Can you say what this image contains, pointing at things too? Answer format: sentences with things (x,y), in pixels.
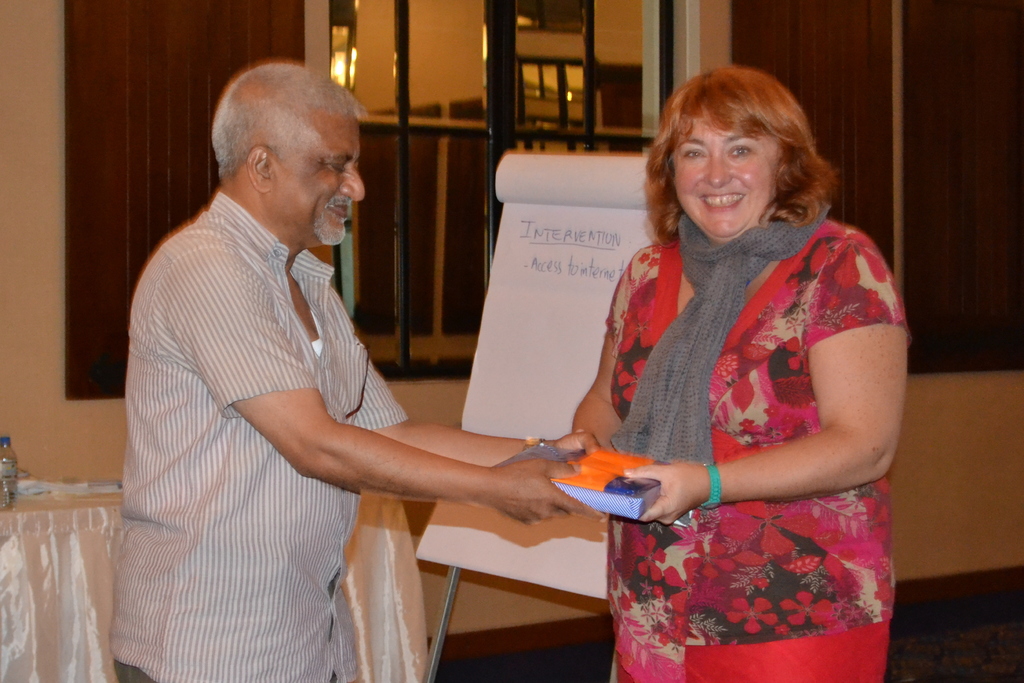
In this image in the center (374,446) there is one man (329,140) and one woman (718,286) standing, and they are holding one box (612,484). In the background (507,323) there is a board table (42,559) and on the table (47,573) there is a bottle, glass windows (492,169) and wall (929,487).
